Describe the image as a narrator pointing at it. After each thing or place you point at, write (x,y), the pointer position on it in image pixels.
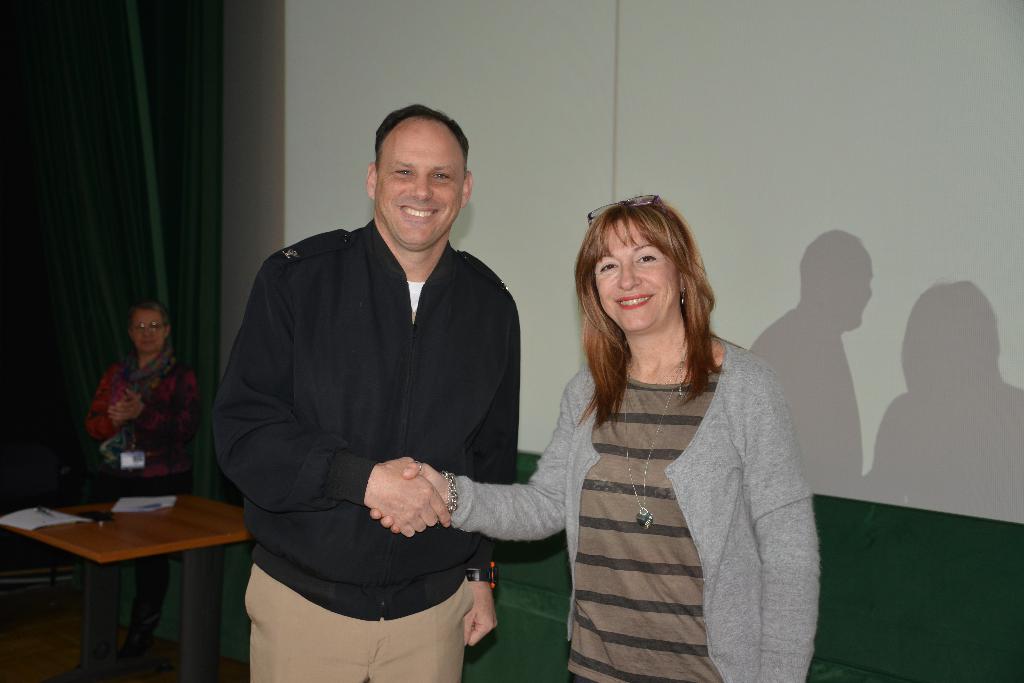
In this image i can see a man (418,398) and a woman (728,533) are shaking hands (377,505) and smiling.
